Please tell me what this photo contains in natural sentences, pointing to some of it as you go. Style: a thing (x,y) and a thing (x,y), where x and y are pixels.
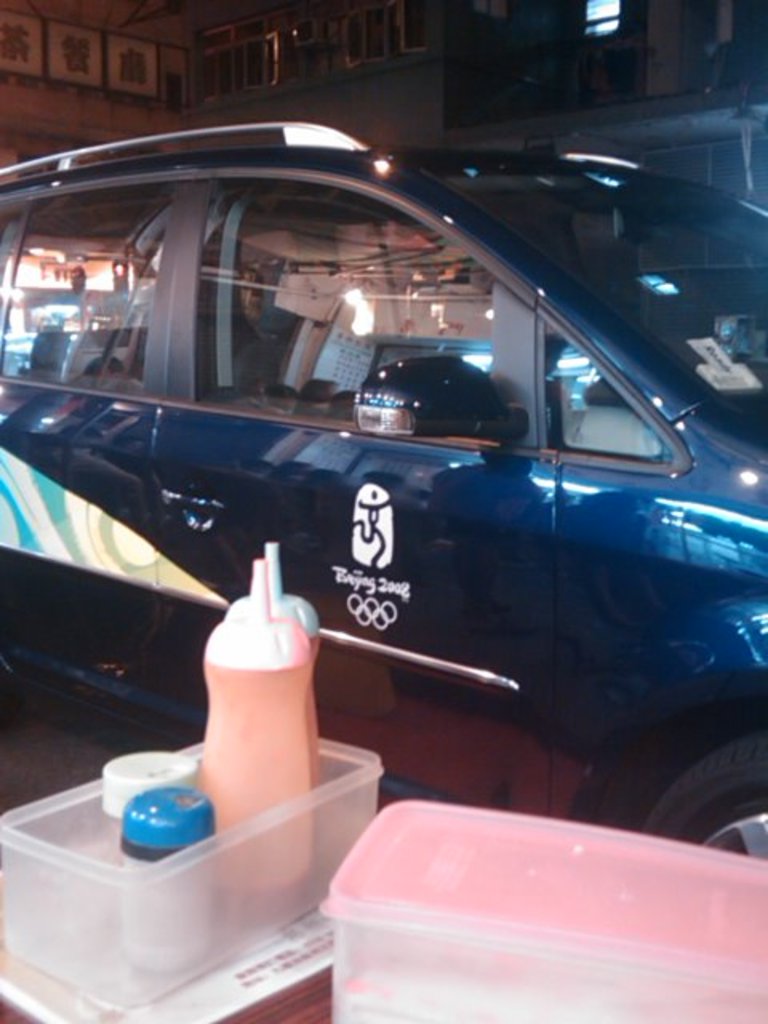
In the center of the image (394,545) there is a car (730,663). At the bottom (297,993) we can see a table (294,993) and there are boxes (345,993) and bottles (248,619) placed on the table (312,985). In the background (267,48) there are buildings (324,55).
